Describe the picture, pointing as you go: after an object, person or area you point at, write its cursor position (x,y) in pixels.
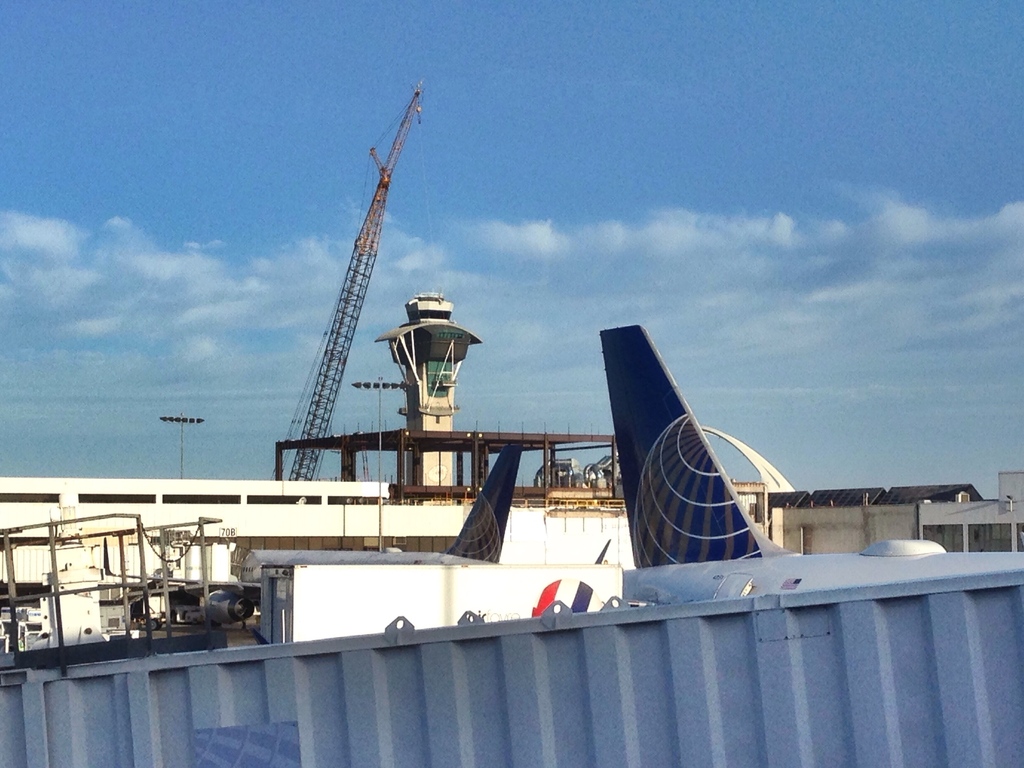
In this image, we can see a few airplanes (663,512). We can see a crane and the ground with some objects (133,613). We can also see a container (606,578) and a few buildings (450,486). We can see some poles (176,421) and the sky (214,255) with clouds (179,364).
